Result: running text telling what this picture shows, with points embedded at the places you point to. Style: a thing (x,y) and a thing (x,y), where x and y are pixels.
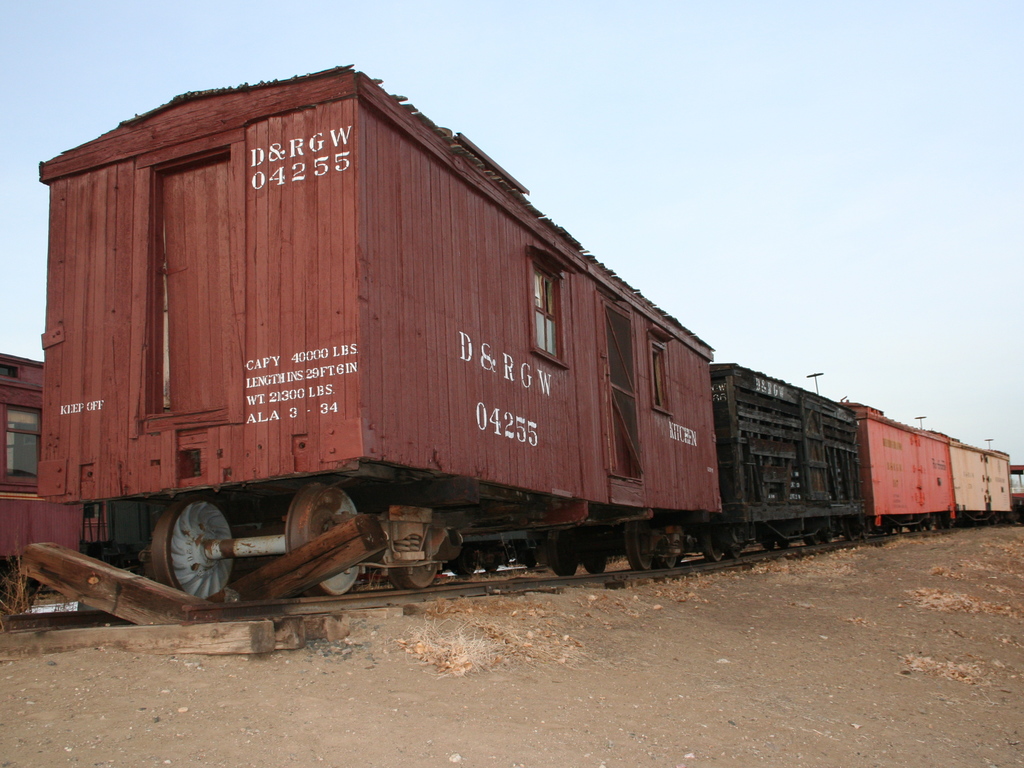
In this image we can see goods train (496,451) on the track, here is the window (557,303), here is the ground (698,654), at above here is the sky (33,21).
